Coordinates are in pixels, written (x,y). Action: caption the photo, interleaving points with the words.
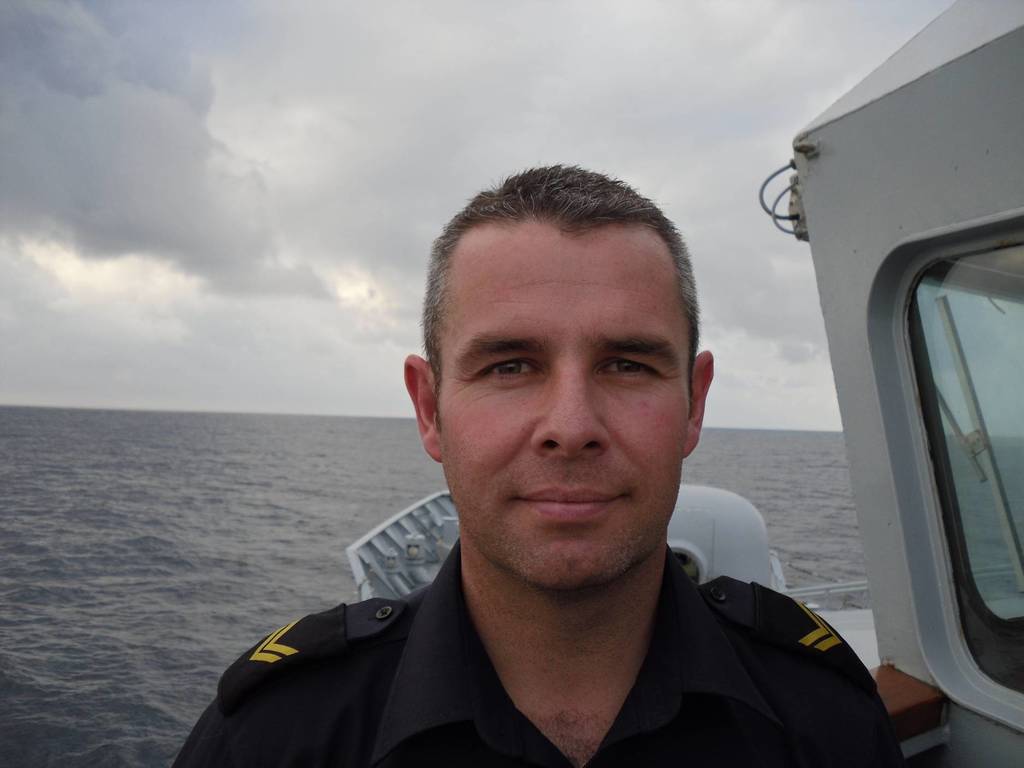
In front of the image there is a person (612,475) standing on the ship (993,373). Behind him there is water (726,450). At the top of the image (387,128) there are clouds (254,111) in the sky (254,111).
